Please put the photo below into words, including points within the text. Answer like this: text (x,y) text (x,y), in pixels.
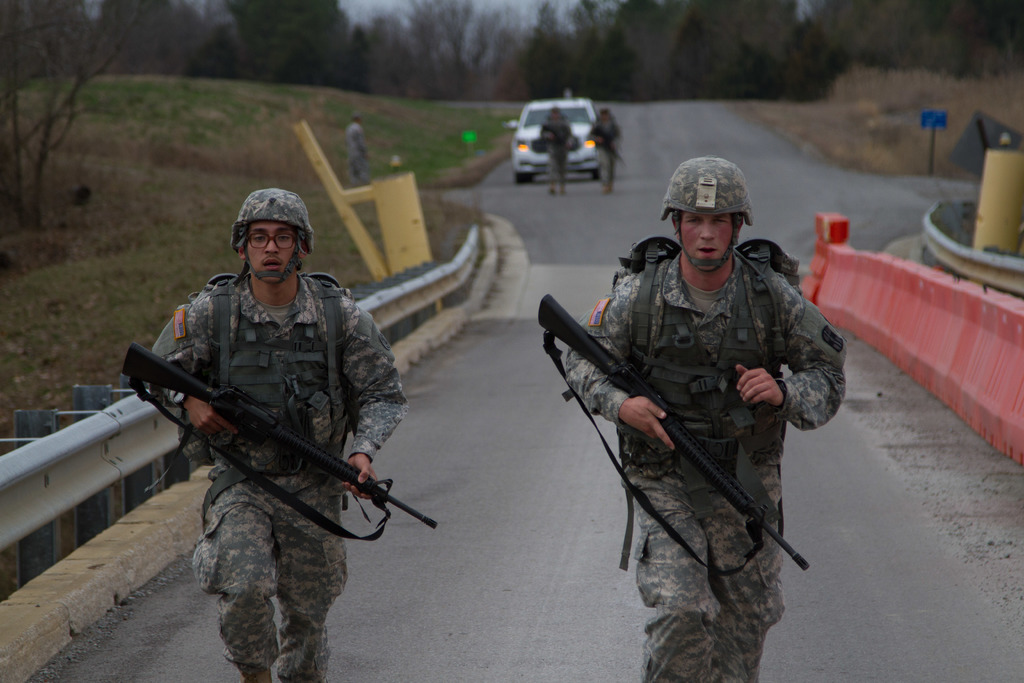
In this image I can see two people (599,377) are running and wearing the military uniforms (603,409). These people (403,414) are holding the weapons (239,415) which are in black color. To the side I can see the fence (55,461). In the back (353,153) I can see few more people (555,119) and the white car (524,128). I can also see the many trees (438,32) and the sky (367,14) in the back (464,15).
